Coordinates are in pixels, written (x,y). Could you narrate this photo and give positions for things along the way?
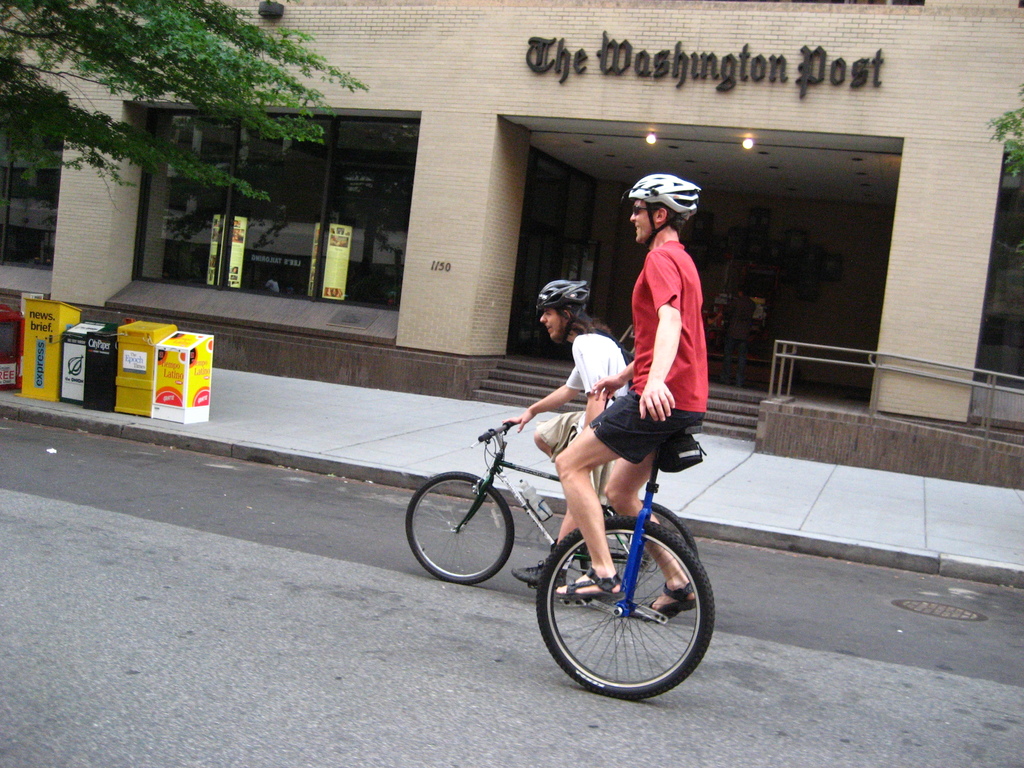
This is the picture of a place where we have two people (578,451) wearing helmets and riding the cycles (701,592) and to the side there is a building (481,286) on which there are some things (784,78) written and to the side we can see a tree (247,41) and some things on the floor (217,374).
